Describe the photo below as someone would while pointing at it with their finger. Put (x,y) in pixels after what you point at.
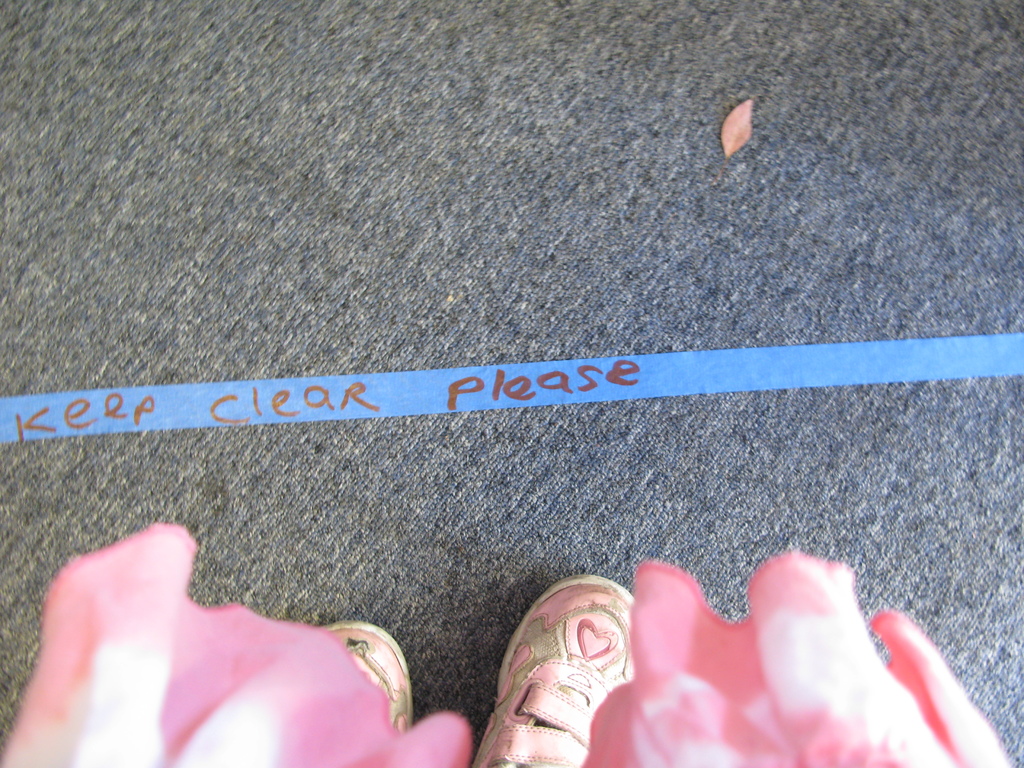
At the bottom of the image (380,681) there are two shoes (590,671) and there is a cloth (785,699) which is pink in color. In the middle of the image (445,313) there is a mat (331,204) and there is a text (109,404) on the ribbon (302,407).
